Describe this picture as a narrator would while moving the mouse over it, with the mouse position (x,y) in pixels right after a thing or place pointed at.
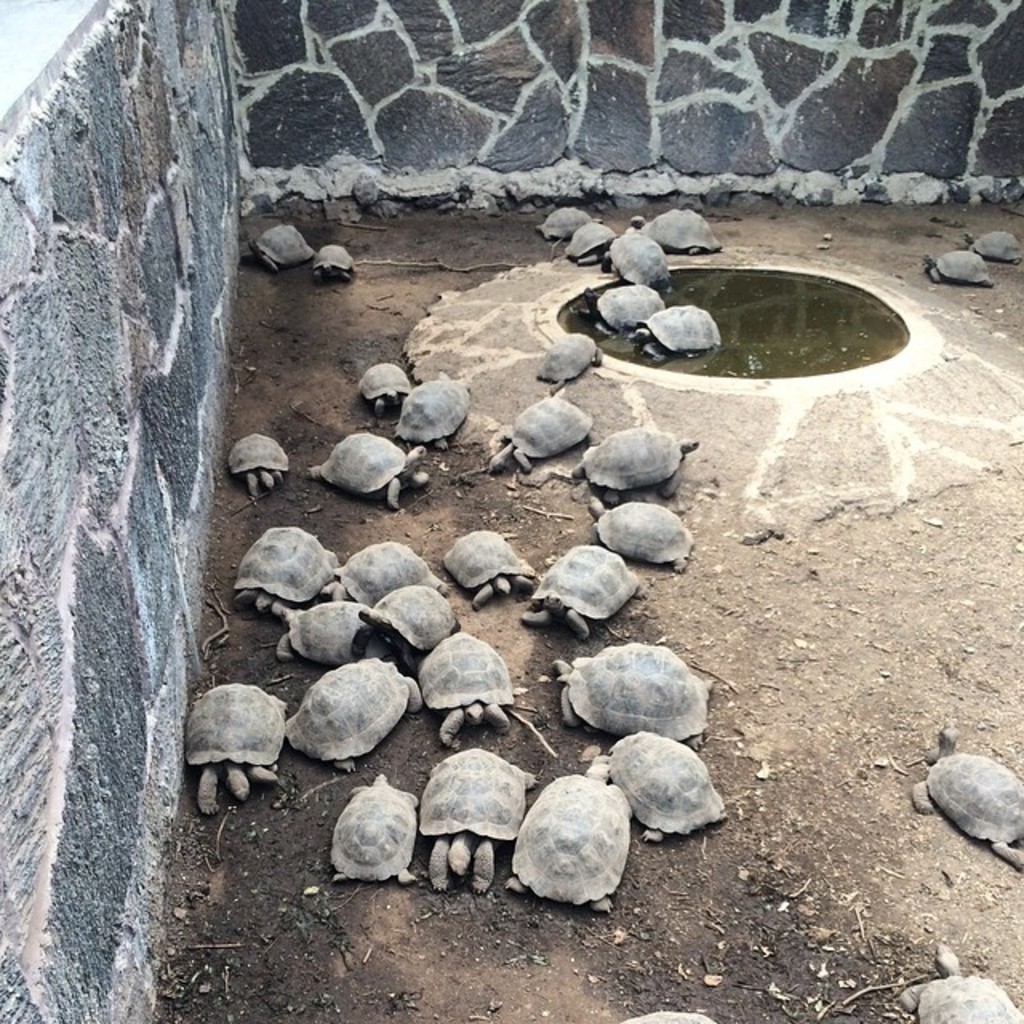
In this image there are group of tortoise (349,447). In the background (747,341) there is water (777,318) and there is a wall (305,173).
